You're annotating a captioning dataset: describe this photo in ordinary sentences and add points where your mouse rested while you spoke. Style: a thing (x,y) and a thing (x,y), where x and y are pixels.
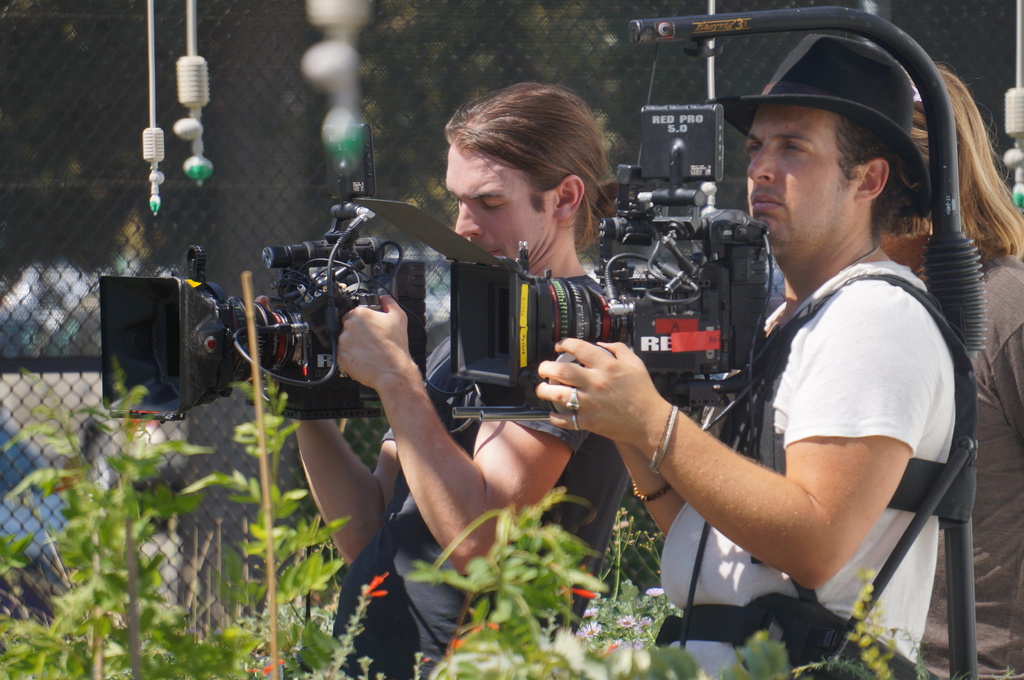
In this image there are two men (526,204) who are standing and they are holding cameras (508,318) and on the right side (828,364) there is one person (807,68) who is wearing a black hat (850,85) and on the background (441,70) there is one fence (130,258) and in the foreground (193,589) there are some plants (281,582).
